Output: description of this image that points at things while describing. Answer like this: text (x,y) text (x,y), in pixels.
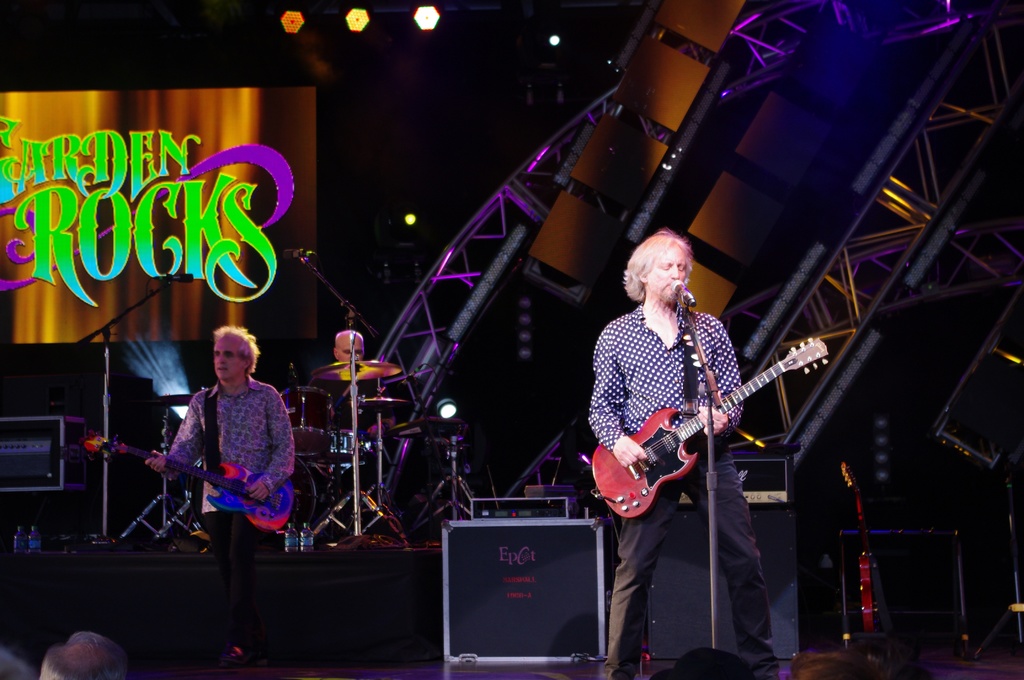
This picture is clicked in a musical concert. Man (657,550) in the middle of the picture (653,333) wearing blue shirt (646,357) is holding a guitar (650,423) in his hands (716,418) and playing it and he is even singing on microphone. Man (228,521) on the left corner of the picture (248,461) wearing grey shirt (238,448) is also holding guitar (272,515) in his hands (268,488). Behind him, we see man (333,386) playing drums (322,401) and on the left top of the picture (175,130), we see a board (123,143) on which "Garden rocks" is written. On the top of the picture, we see lights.
